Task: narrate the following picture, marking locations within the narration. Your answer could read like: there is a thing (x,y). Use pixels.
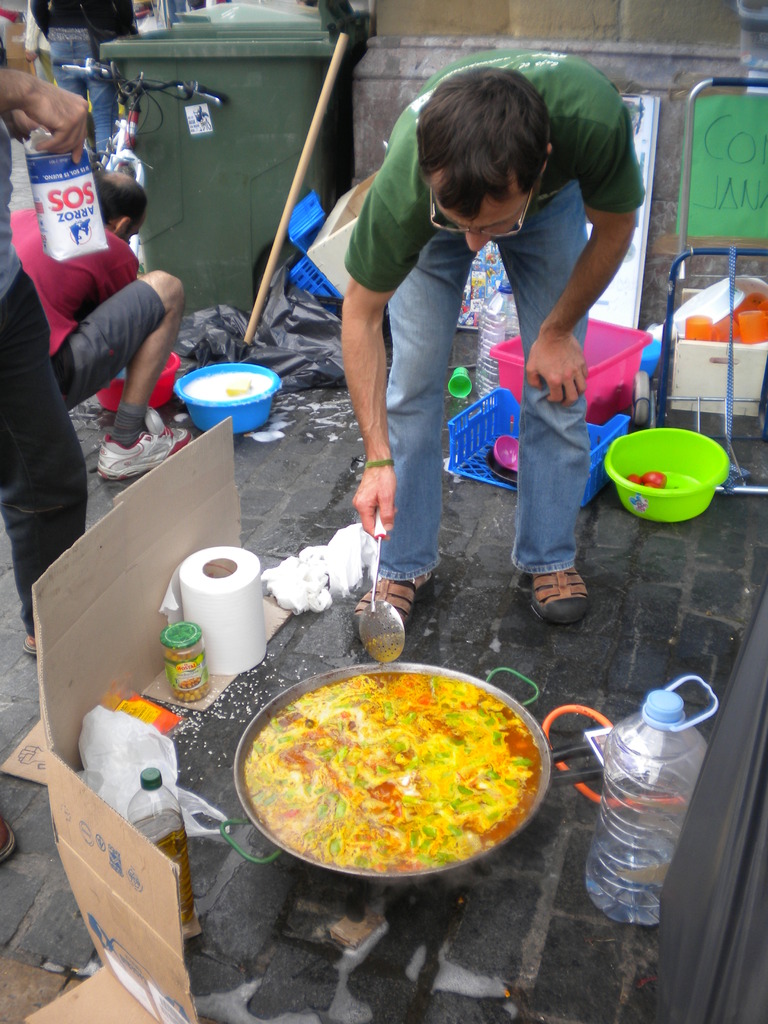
In the image there is a man (533,477) cooking some food (455,732) in a vessel (515,704), around the vessel (317,691) there are groceries (221,642). Behind the man (531,274) there are tubs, trash bin (283,181), cycle (120,153) and other people (78,286).
